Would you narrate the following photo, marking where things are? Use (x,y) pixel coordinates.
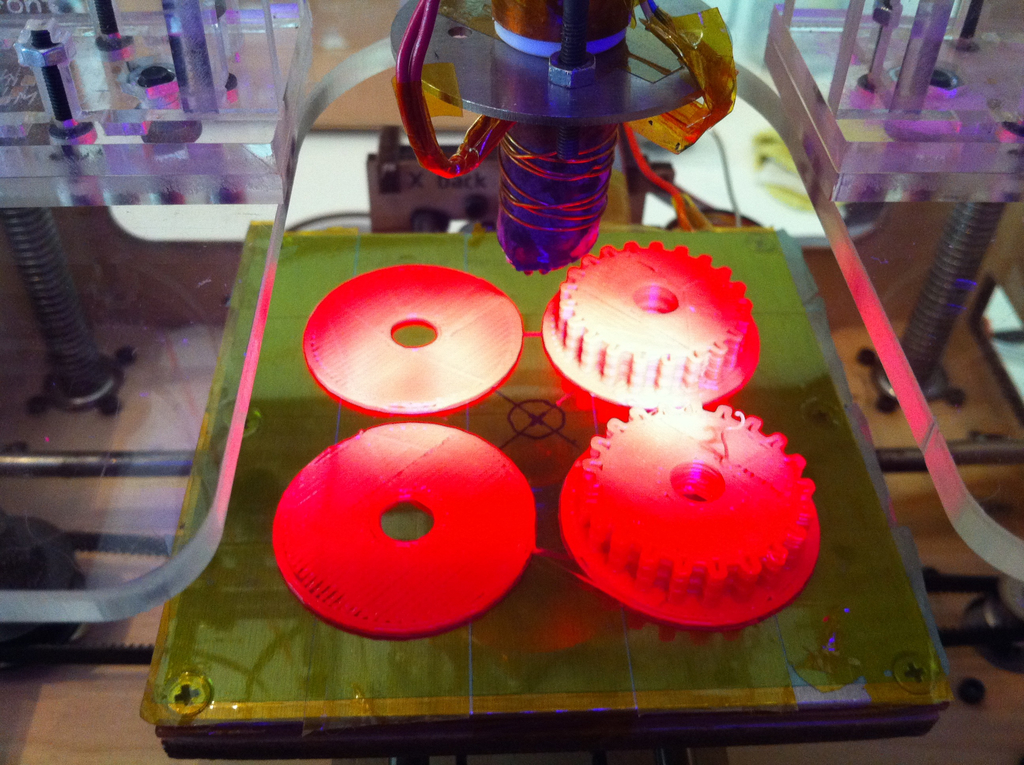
In this image I can see the red color objects (375,589) on the green color surface (556,692). On both sides I can see the glass (872,284). I can see the machine (504,172) at the top (477,136).
